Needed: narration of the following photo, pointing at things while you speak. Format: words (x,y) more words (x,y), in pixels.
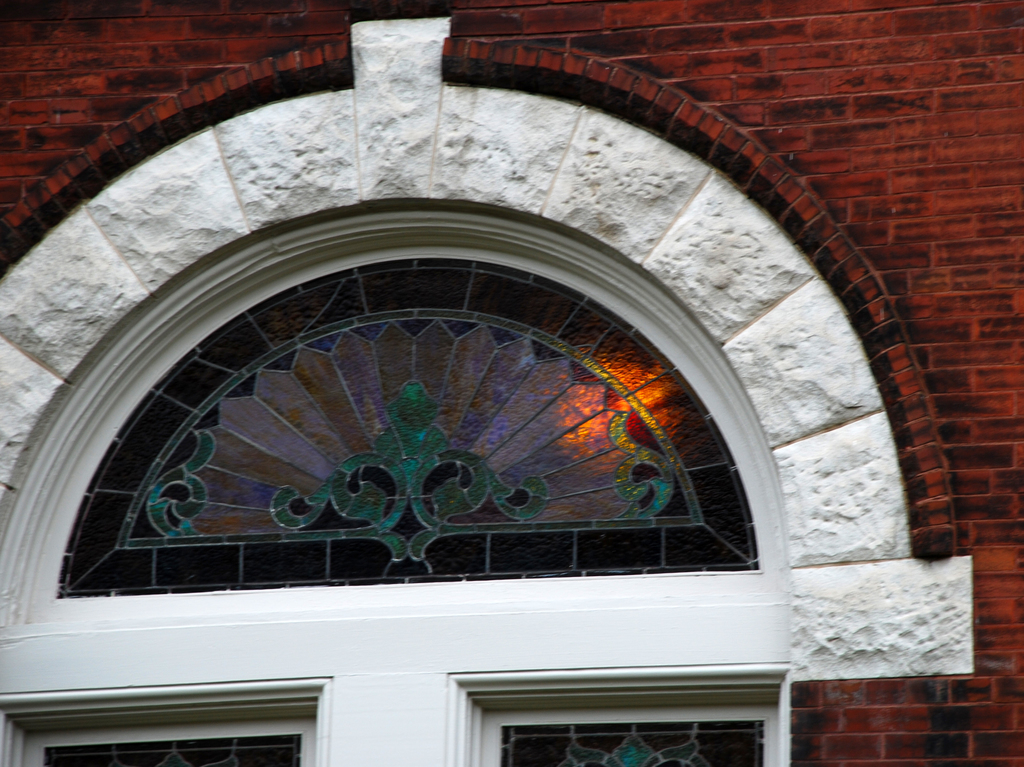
This image consists of a window (710,760) of a building (708,448). The wall (979,72) is made up of bricks (191,64). In the front (421,488), we can see a glass (484,481).
